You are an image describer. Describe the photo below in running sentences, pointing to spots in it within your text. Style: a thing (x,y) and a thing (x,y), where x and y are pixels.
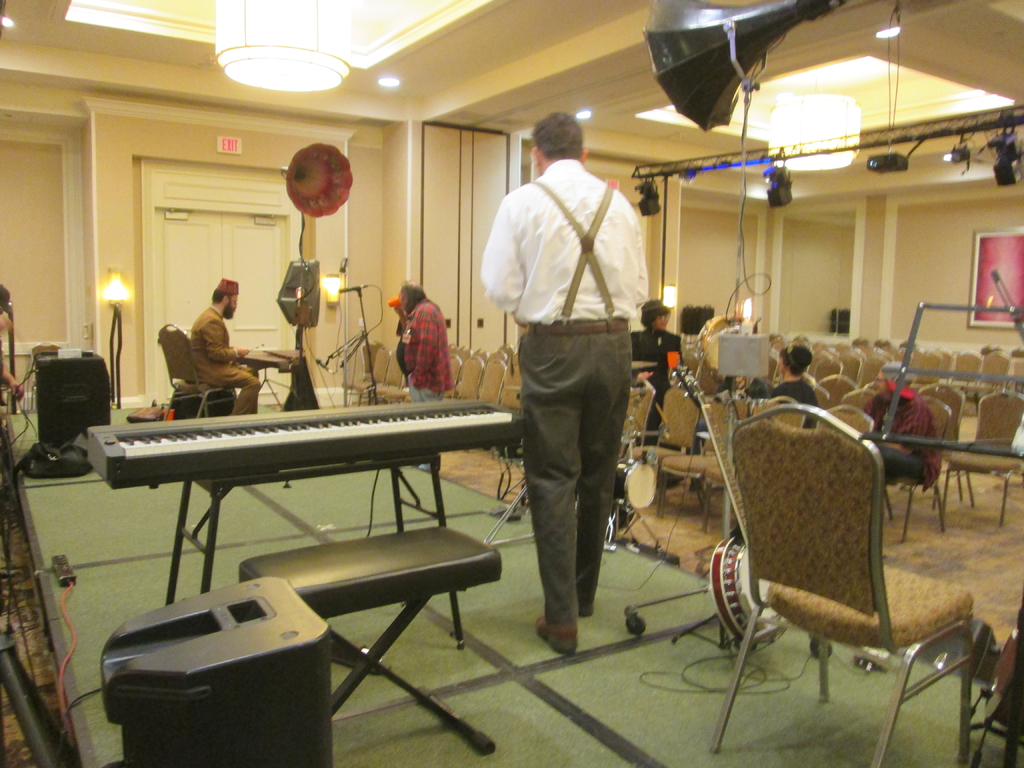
In this picture, In the left side (179,542) there is a piano (170,476) which is in black color and there is a table (386,576) in black color, In the middle (587,414) there is a man (585,321) standing and there are some chairs (836,588) in yellow color, In the top (716,75) there is a black color object (738,55), In the background (173,358) there are some people (224,359) sitting on the chairs (188,358), There is a wall (126,178) in yellow color in the top (305,56) there is a light (272,62) in yellow color.
